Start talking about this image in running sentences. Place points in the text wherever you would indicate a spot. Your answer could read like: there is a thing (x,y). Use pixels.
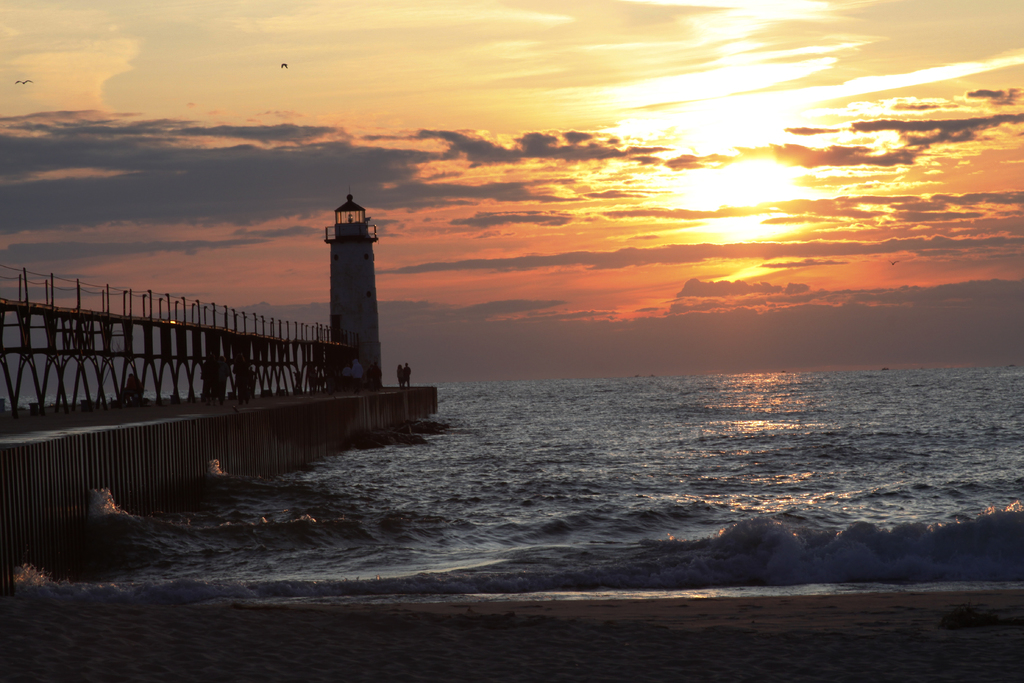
In the image there is a bridge (184,403) on the left side (184,425) with a light house (356,340) in the back (350,243) with two persons (401,375) standing beside it, on the right side (760,447) its a ocean (757,485) and above its sky (529,131) with clouds (674,167), there is sun (756,180) in the middle of the sky (733,185).
